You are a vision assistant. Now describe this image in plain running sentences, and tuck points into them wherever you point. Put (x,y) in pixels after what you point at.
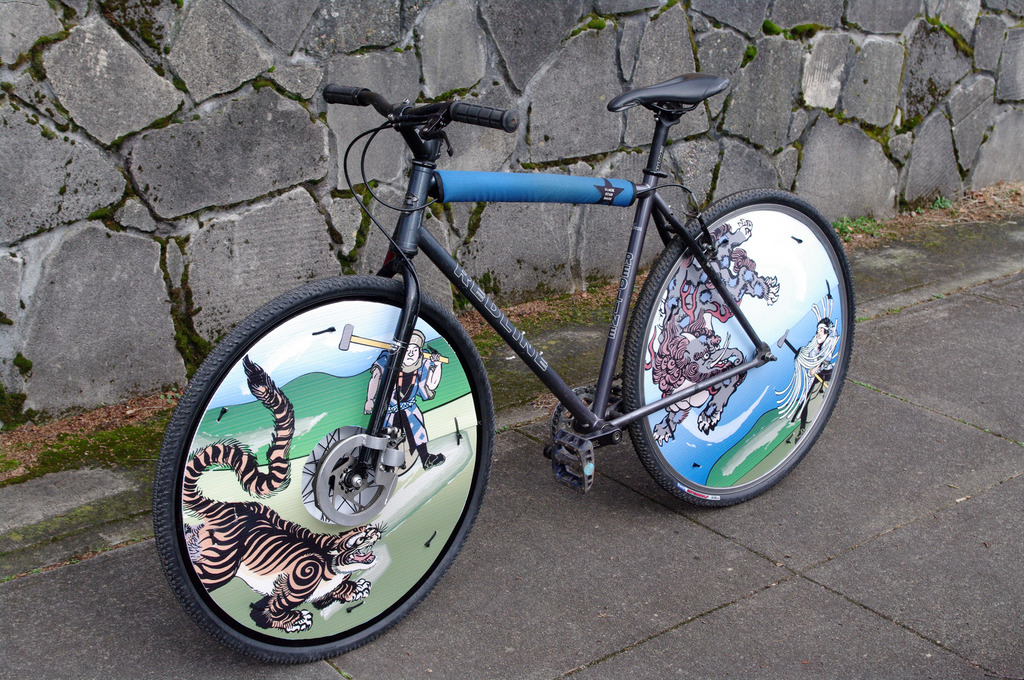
In this picture we can see a bicycle (580,454) on the road (858,436) and in the background (127,99) we can see the wall (535,72).
